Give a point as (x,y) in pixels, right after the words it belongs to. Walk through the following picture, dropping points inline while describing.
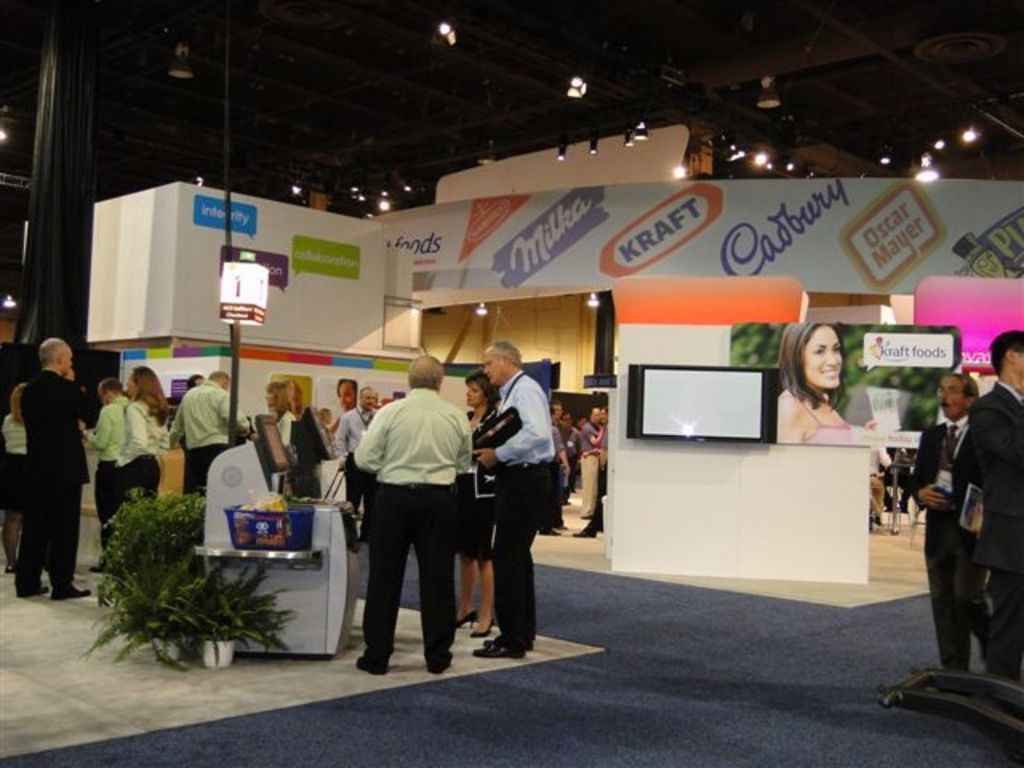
In the image we can see there are people (39,515) standing, wearing clothes (505,552) and they are wearing shoes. Here we can see plant pot (136,619), pole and lights (568,85). We can even see posters (600,234) and text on it. We can see carpet (737,698) and the floor (68,644).
